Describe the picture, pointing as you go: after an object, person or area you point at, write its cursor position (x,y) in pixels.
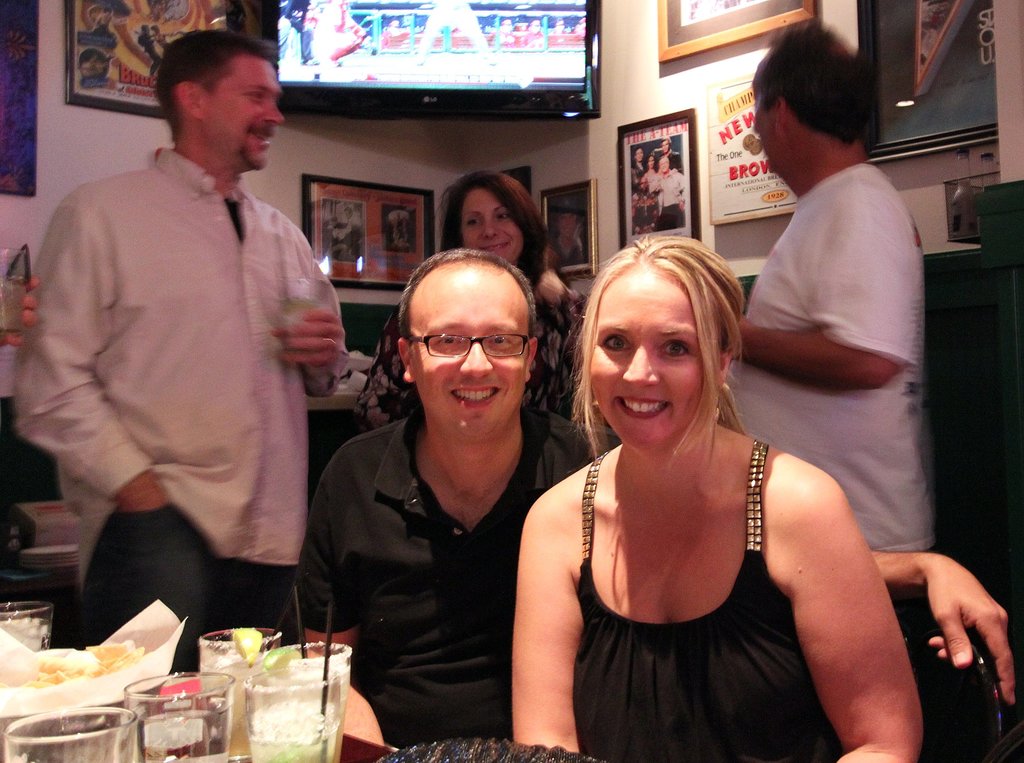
Here we can see a man (359,589) and a woman (693,439) are sitting on the chairs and on the left (315,665) there are glasses (45,723) with liquid (240,719) in it and a food item (77,685) on a tissue paper (85,701) are on a table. In the background (484,235) there are three persons (327,336) standing, frames (370,236) and screen (370,68) on the wall (437,126) and other objects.
